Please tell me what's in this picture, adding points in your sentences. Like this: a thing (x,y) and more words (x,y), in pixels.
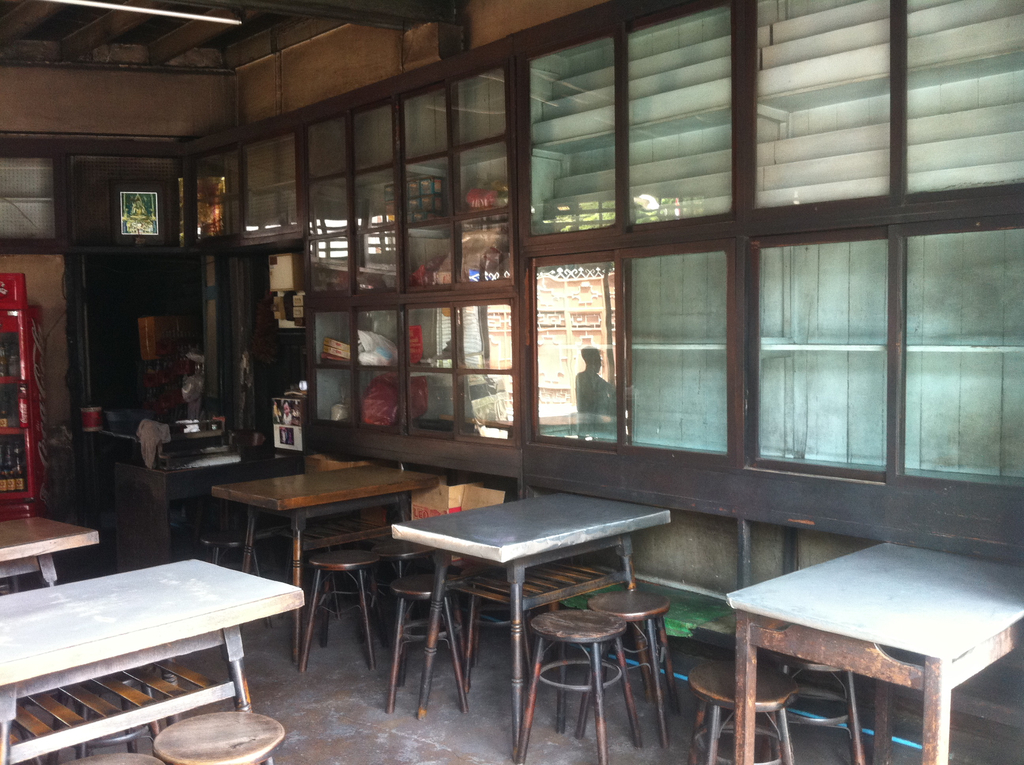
It looks like an old eatery (682,595), there are dining tables (782,595), stools (643,617) in this room (536,637).
